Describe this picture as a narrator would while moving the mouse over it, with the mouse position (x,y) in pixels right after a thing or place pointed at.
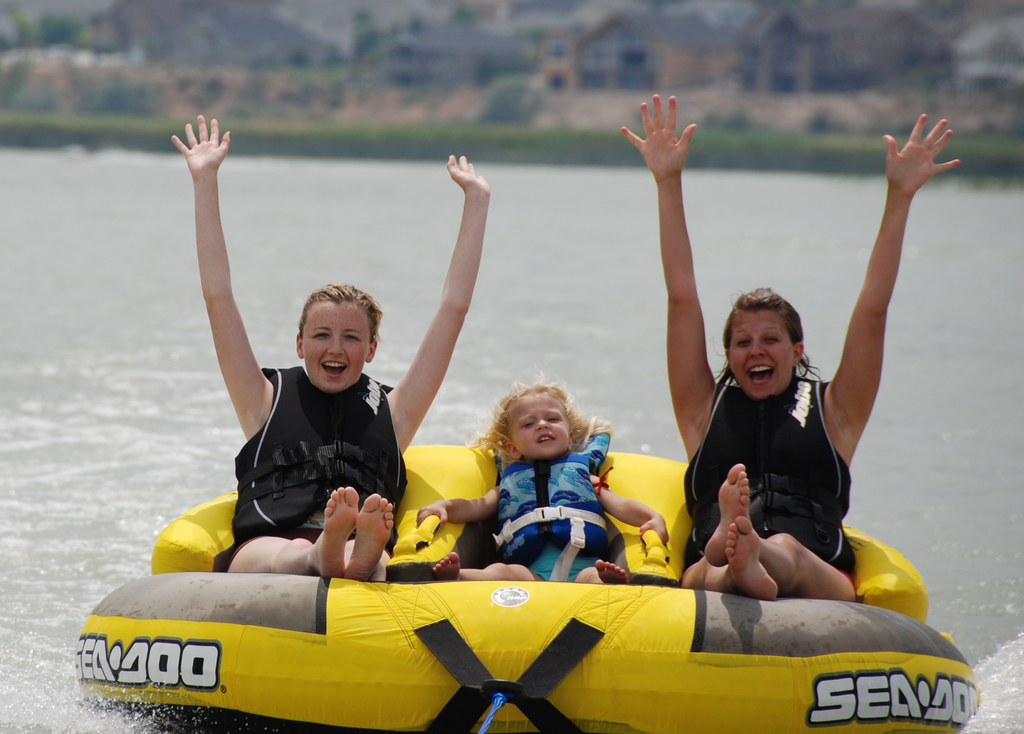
In this picture there are three persons (817,448) sitting on the boat (617,618) and shouting. At the back (380,15) there are buildings (193,22) and trees (33,25). At the bottom (54,526) there is water (54,526).
